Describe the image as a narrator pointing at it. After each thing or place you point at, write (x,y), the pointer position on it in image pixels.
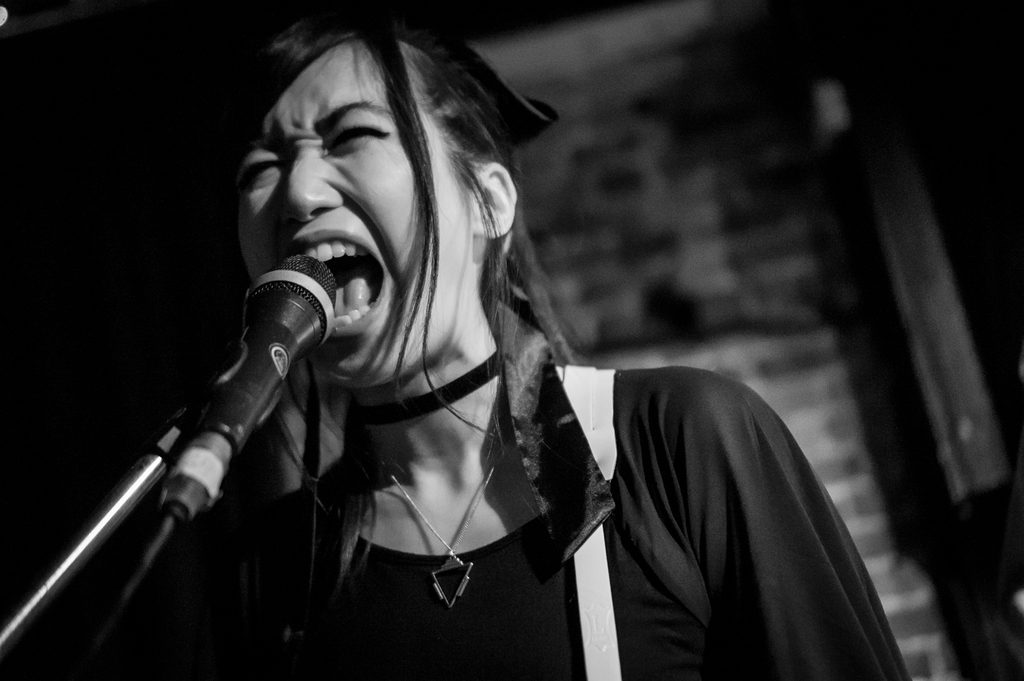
It is a black and white picture. In the center of the image (458,435) we can see a lady (485,543) in a different costume (516,585). In front of her, there is a microphone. In the background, we can see it is blurred.
